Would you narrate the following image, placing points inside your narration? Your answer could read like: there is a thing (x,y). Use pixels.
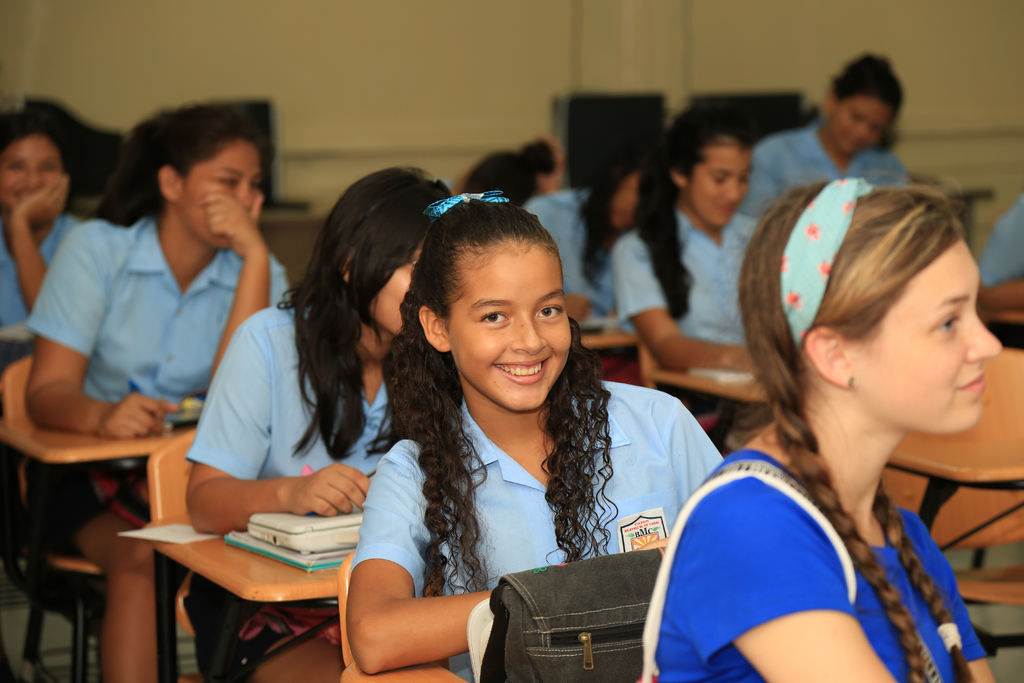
In this image i can see five women (19,194) sitting on a chair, there is a bag (603,583), few books (361,516) on a table (293,591), on right (719,170) there are few other women (668,202) sitting at the back ground (481,34) i can see a wall (404,119).
